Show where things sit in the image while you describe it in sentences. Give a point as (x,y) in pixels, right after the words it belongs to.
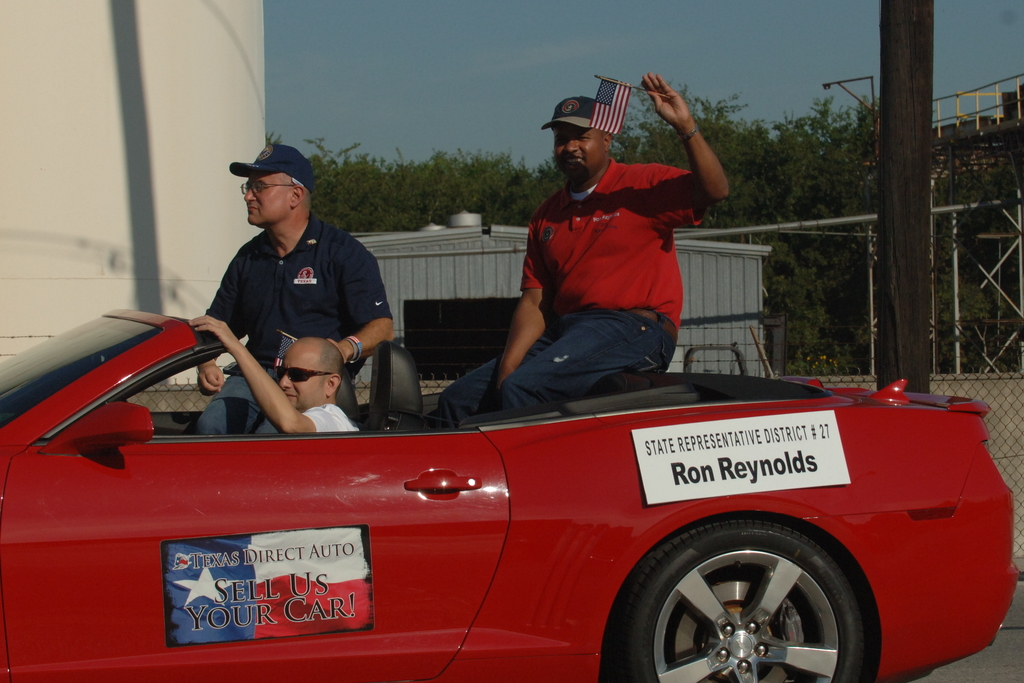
Three persons (354,283) are sitting on a car (392,349). The car (340,516) is red in color. Two posters (325,557) are on the car (806,517). The person (620,264) wearing a red t shirt (634,184) is holding a flag (616,95) and wearing a cap (571,108). In the background (458,168) there are trees (828,179), a wall (154,111) and some buildings (438,234) over there.
